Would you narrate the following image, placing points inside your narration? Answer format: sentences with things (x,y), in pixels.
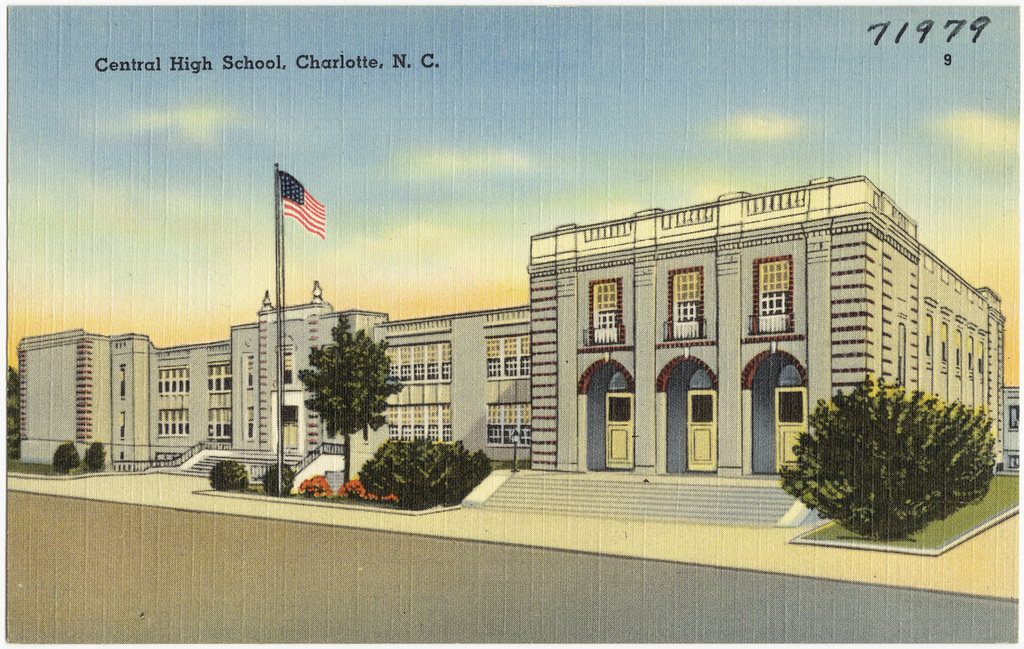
In this picture we can see the sky (473,164). At the top portion of the picture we can see there is something written. We can see a school building (692,334), plants (456,451), trees (366,360), grass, stairs (802,520), and a flag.
